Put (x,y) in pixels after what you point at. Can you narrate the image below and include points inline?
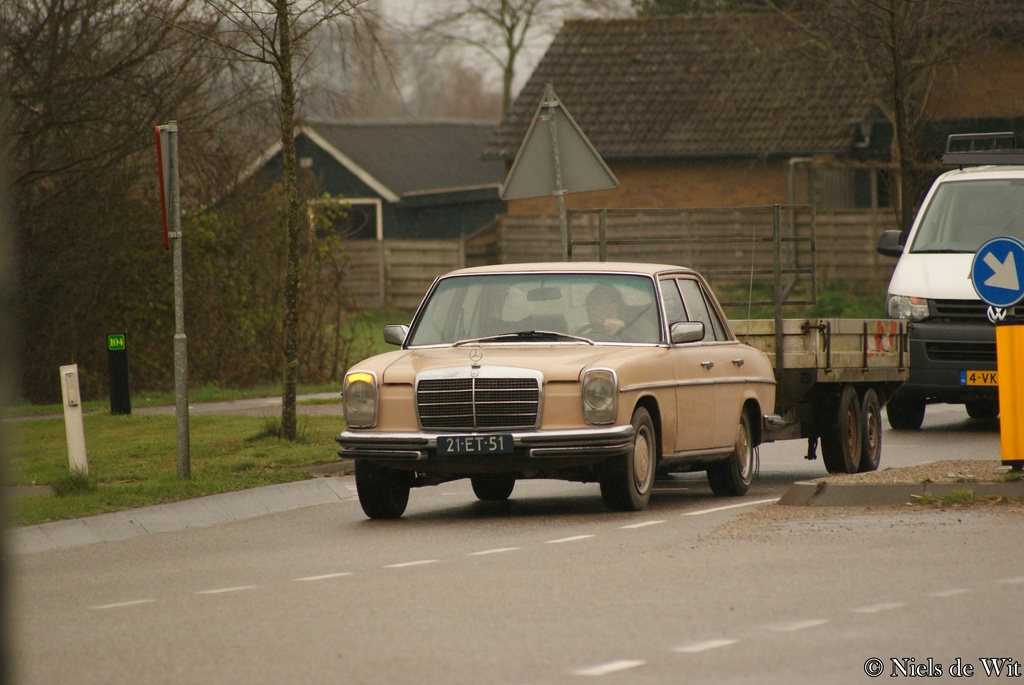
In this image I can see vehicles (795,432) are on the road (201,564). In the background (770,257) there are sign boards (119,362), trees (92,39), houses (783,106), fence (628,234), grass (172,459) and rods (184,451). On the right side of the image (1008,272) there is a signboard (1013,254), watermark (1002,668) and logo (864,667).
